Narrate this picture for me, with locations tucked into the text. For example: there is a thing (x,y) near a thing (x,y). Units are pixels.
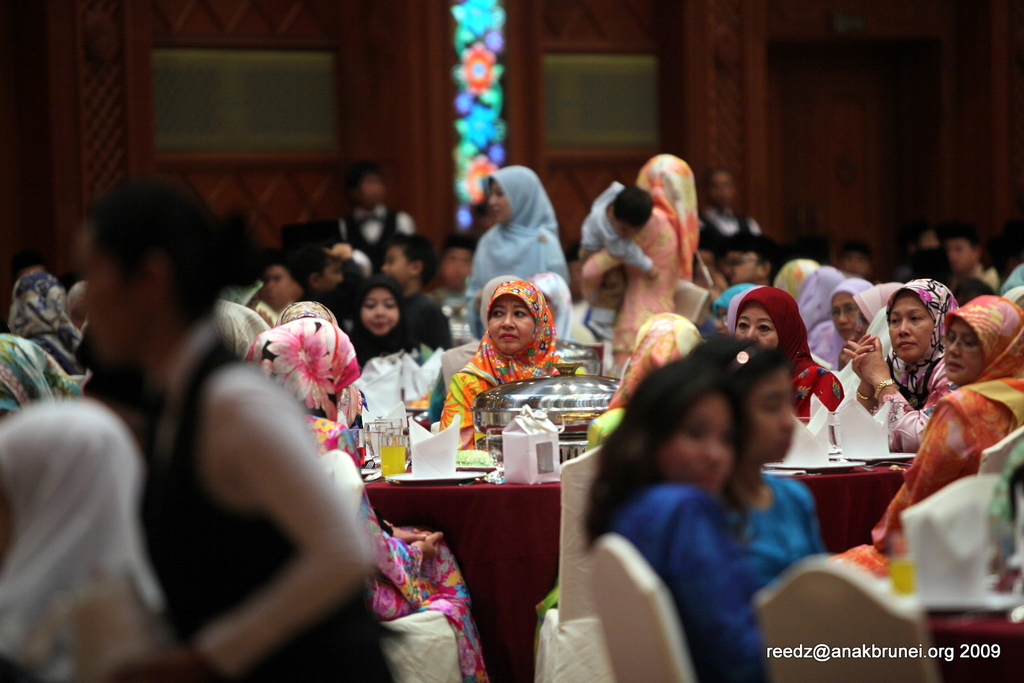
The foreground (99,439) is blurred. In the center of the picture (600,262) there are tables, glasses (404,436), tissues (442,436), bowls (536,380) and people (492,243). The background (737,81) is blurred. In the background (479,99) there are doors (786,96) and light (483,115).
